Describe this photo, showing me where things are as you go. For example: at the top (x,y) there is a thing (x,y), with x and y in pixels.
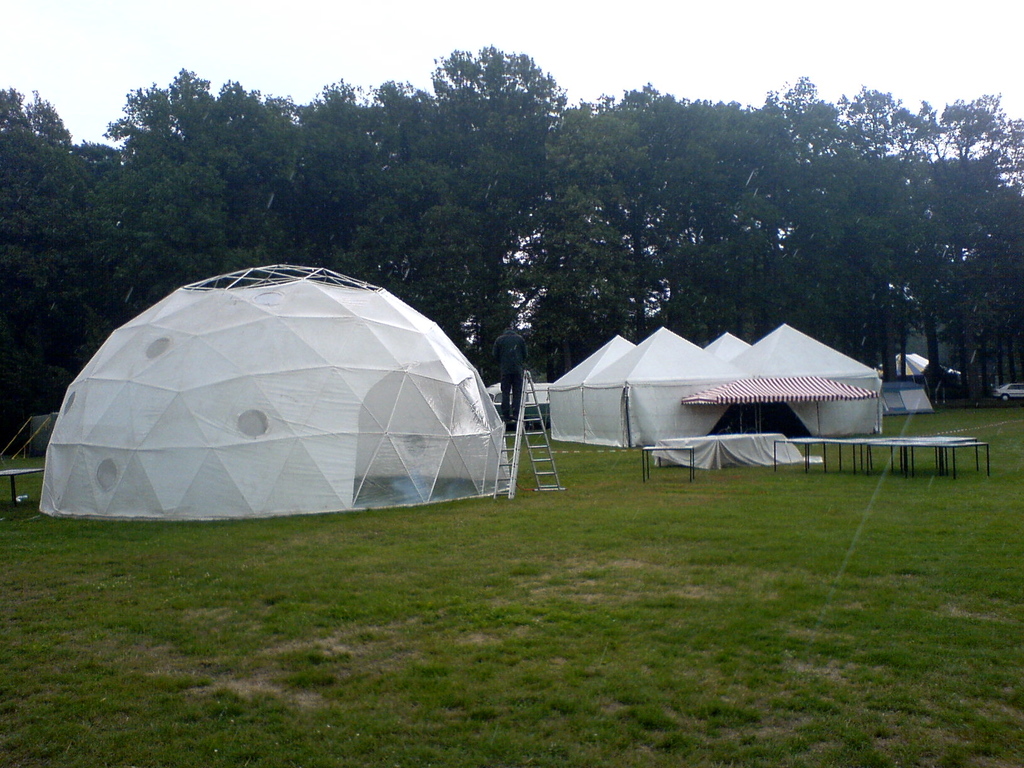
In this image we can see many trees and tents (919,403). There is a sky (851,28) in the image. There is a grassy land (641,670) in the image. There are few vehicles (541,397) in the image.
